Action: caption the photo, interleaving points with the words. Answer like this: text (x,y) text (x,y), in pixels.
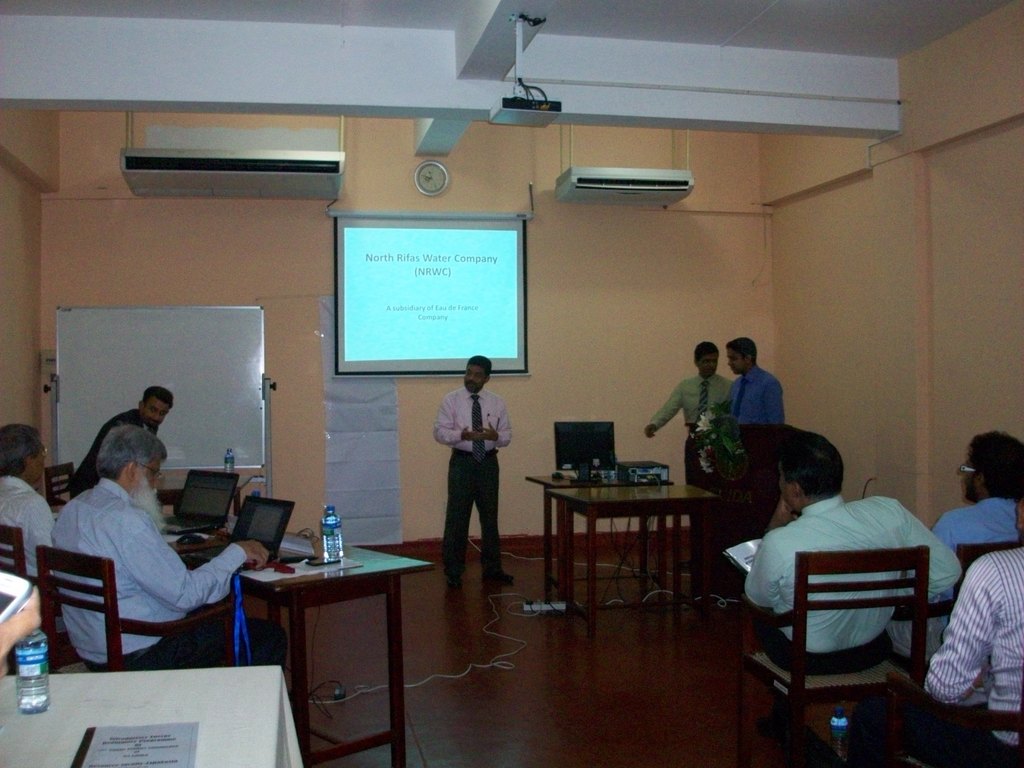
In this image we can see some people (931,648) sitting on the chairs (958,552) on the right side of the image (995,614), in the middle (452,494) we can see a man (472,419) standing is presenting something, in the background (445,345) we can see a projector screen (421,325), on the right side of the image (717,396) there are two people (723,383) standing, on the left side of the image (167,555) there two person (95,514) sitting on chairs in front of a table (210,555) looking at their laptops (194,521), on the top of image (510,115) can see a projector (523,113) here, we can also see a bottle (41,682) on this table (10,697).
